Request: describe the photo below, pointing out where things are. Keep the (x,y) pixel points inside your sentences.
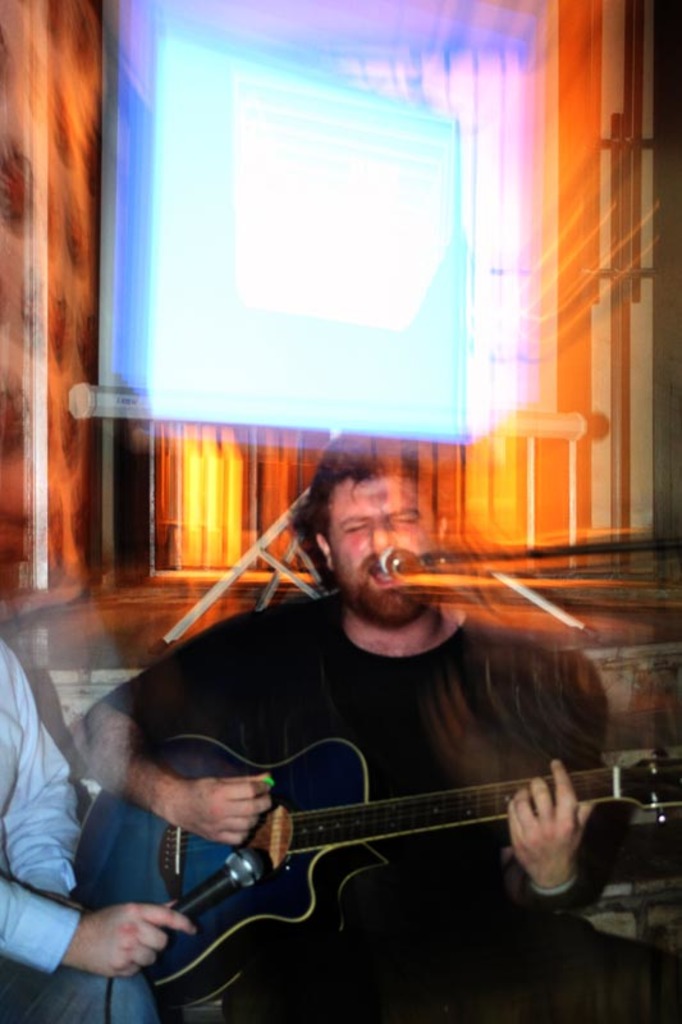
There is a man (297,726) sitting holding a guitar (288,856) in his hands (566,807) and playing it. There is a microphone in front of him and another guy (97,949) is holding another microphone (254,867) in front of the guitar (184,877). In the background (270,316), there is a projector display screen (263,250).
